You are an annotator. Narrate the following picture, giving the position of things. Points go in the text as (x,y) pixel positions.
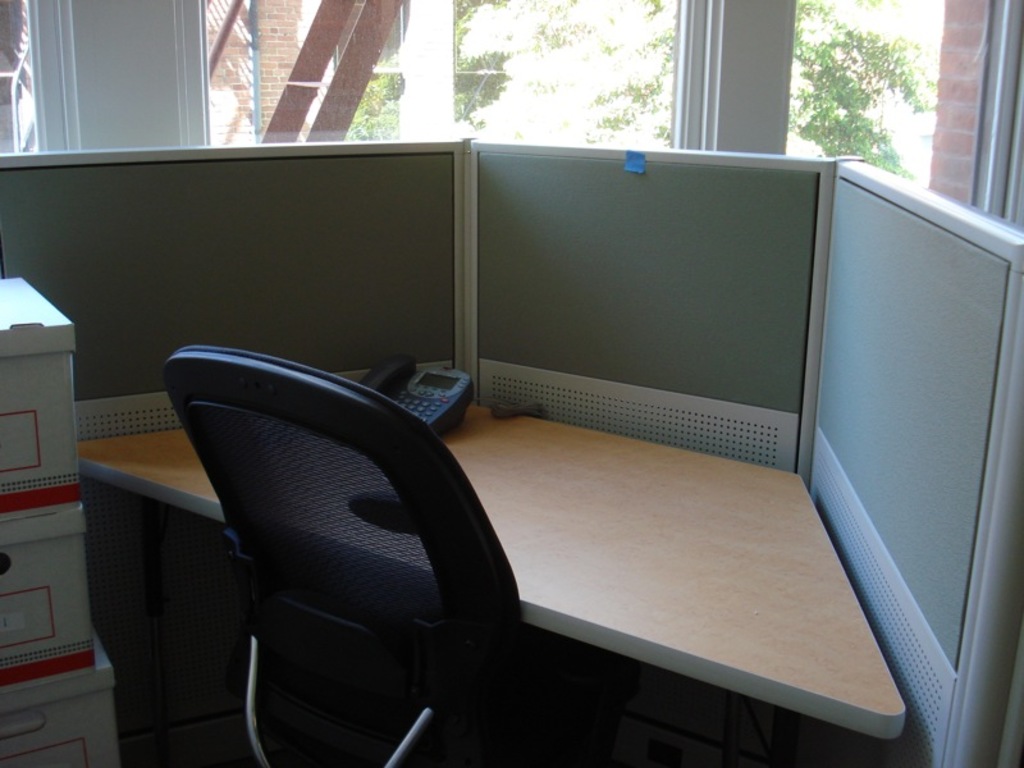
In this image we can see a cabin (592,365) where we can see a chair (410,587), table (462,424), telephone (379,381) and boxes (80,740). At the top of the image (406,100), we can see glass windows (836,76). Behind the windows (494,96), there are trees (474,59) and brick wall (275,55).
